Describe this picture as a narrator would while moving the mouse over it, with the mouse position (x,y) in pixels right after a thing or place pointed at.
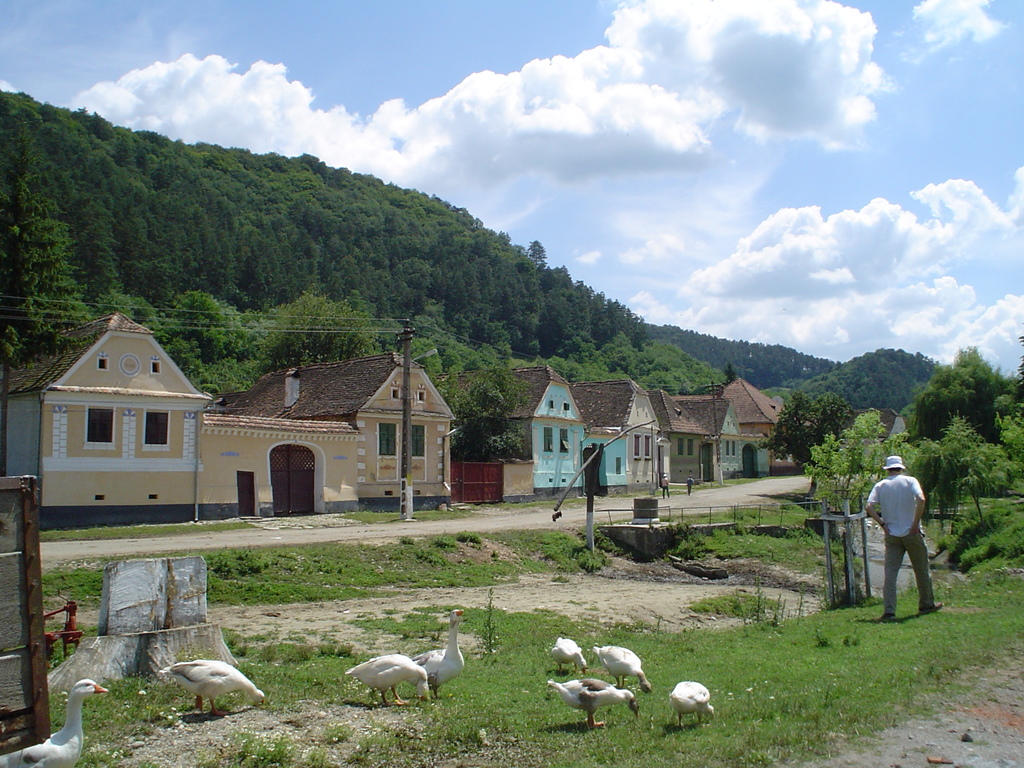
In the picture we can see a grass surface (326,737) on it, we can see some ducks (587,688) are grazing something and near to it, we can see a man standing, and behind it, we can see a road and beside it, we can see some houses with doors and windows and behind the houses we can see many trees (55,183), hills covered with trees (47,200) and plants (424,290) and in the background (790,89) we can see the sky (608,185) with clouds (586,138).
